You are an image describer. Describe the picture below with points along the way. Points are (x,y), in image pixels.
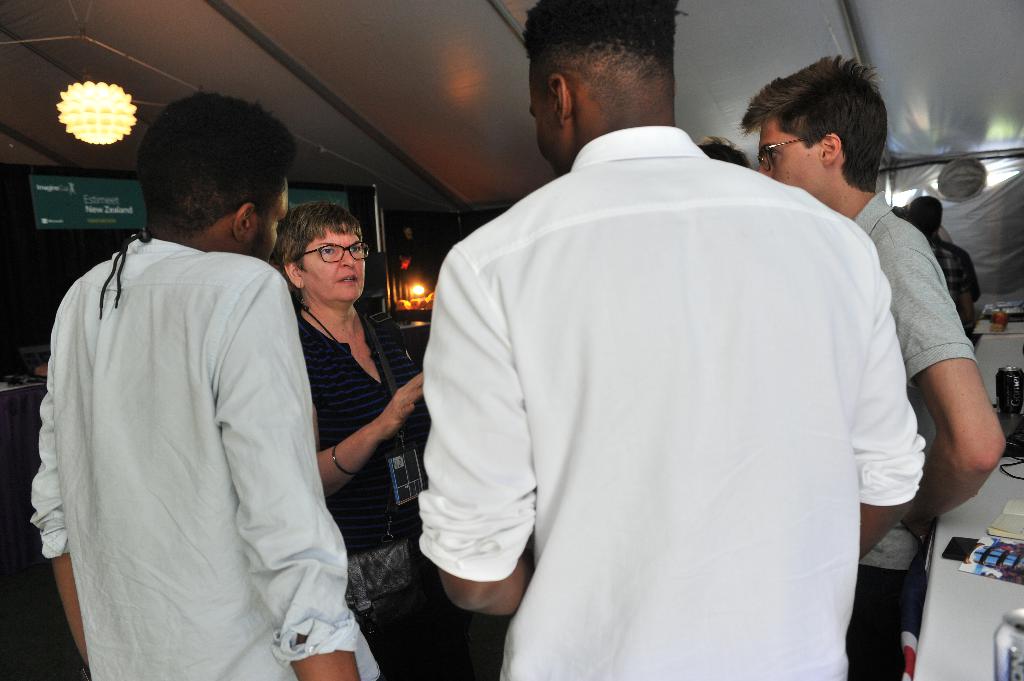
In this image I can see few persons (684,450) wearing white colored dress (670,402) are standing and a woman (351,456) wearing black colored dress (353,412) is standing in front of them. I can see a white colored table (970,642) and on it I can see few things (999,661), a book (1009,510) and few other objects (1016,442). In the background (504,57) I can see the ceiling (452,48), few lights (79,120), a green colored board (47,187) and the dark curtains (81,242).
